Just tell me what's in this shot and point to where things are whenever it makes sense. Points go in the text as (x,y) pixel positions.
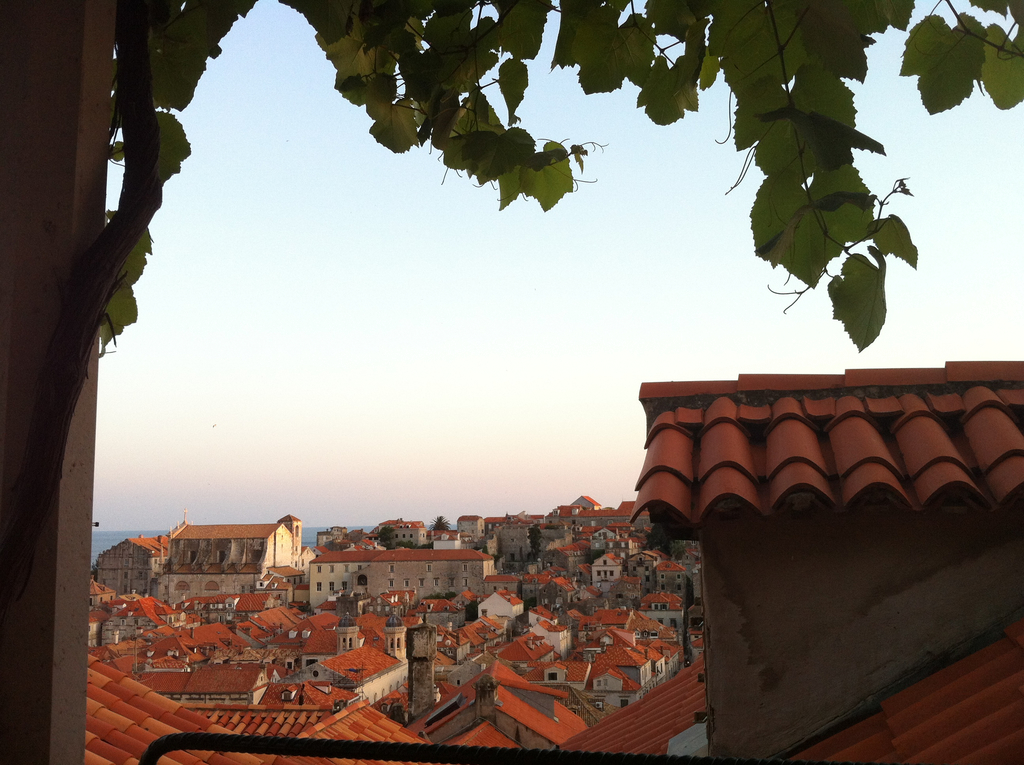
In the image we can see there are many buildings (441,685) and we can even see the windows (554,675) of the building (547,673). There is a tree (587,82), pillar (88,543), water (100,537) and a sky (162,528).
